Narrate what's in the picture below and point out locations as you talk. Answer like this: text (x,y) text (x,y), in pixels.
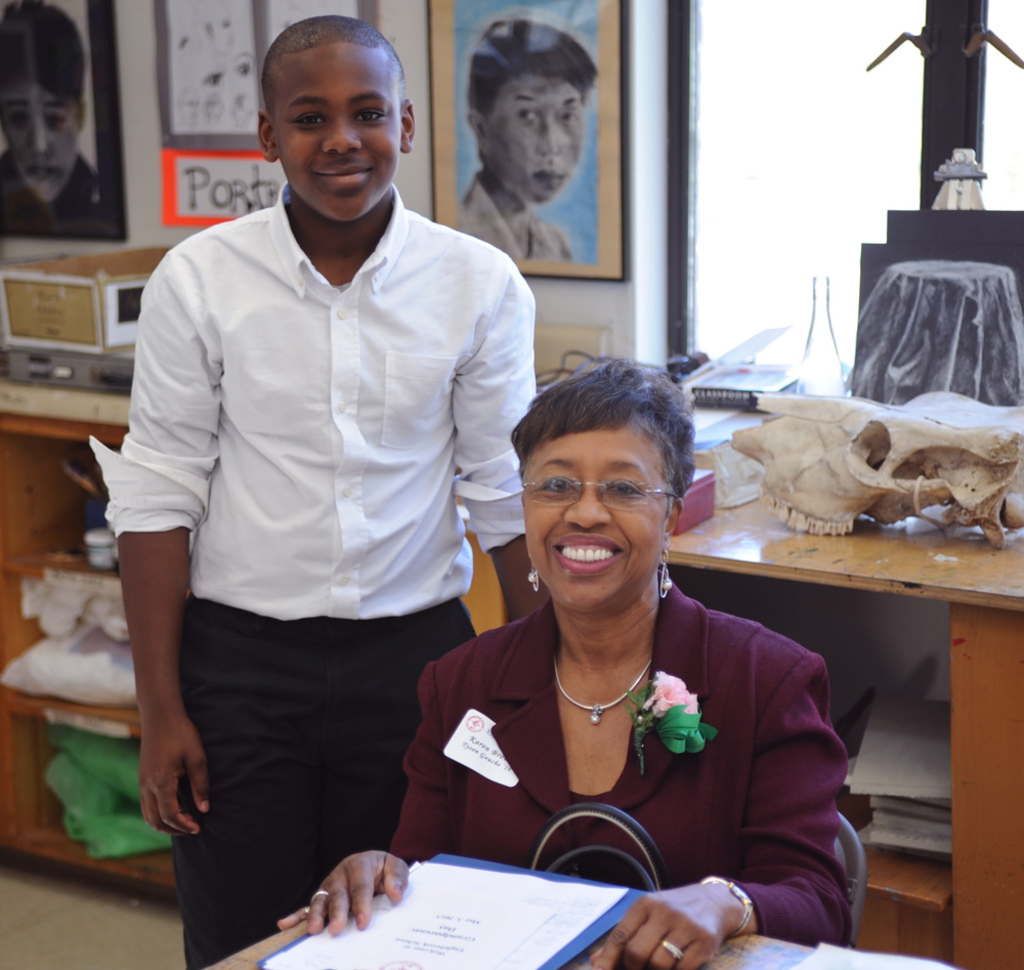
In this picture we can see boy (407,518) standing and here woman (655,627) sitting and smiling and they are in front of the table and on table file (503,913), papers (440,899) and in background (6,384) we can see racks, poster (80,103), frames (92,55), window (688,103), bottle (808,372), book (758,362), some sculpture (909,407) where women (682,641) wore jacket (680,671), spectacle (555,500) and flower (680,688) to the jacket (651,791).
